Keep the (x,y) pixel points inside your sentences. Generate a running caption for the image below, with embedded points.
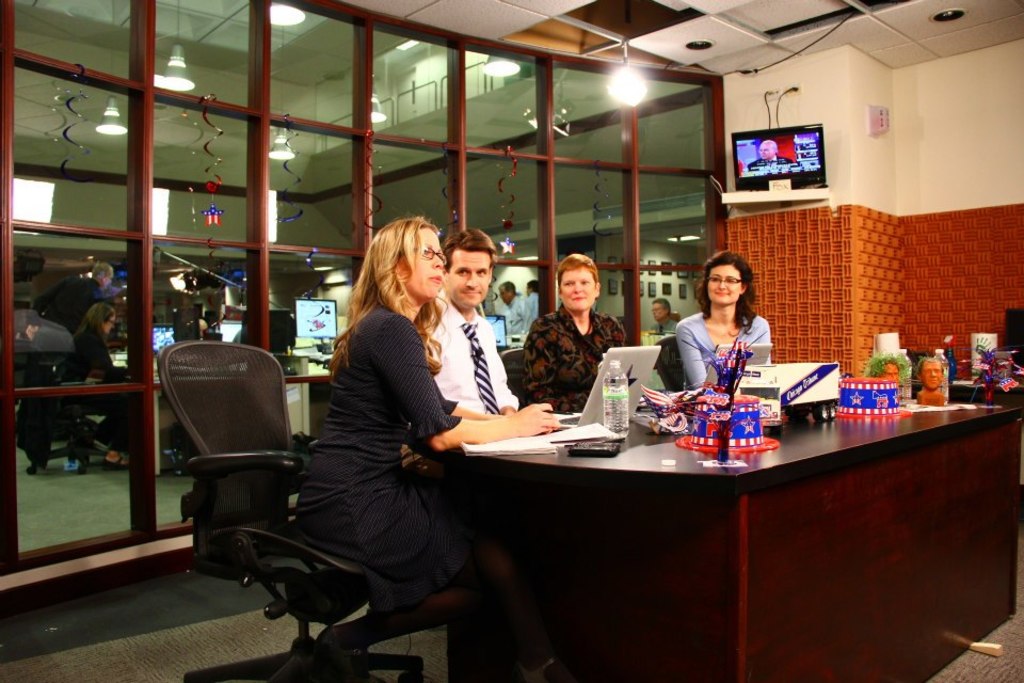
This image is taken inside office (518,220). In the middle of the image (405,228) a woman (396,384) is sitting on the chair (216,464) and placing her hands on the table (462,449). There are few people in this room (509,211). In the right side of the image (1016,444) there is a table (928,447) and on top that there are many things (610,396). In the bottom of the image (127,639) there is a mat (170,629) with floor (130,634). In the background (383,181) there is a wall (1001,231), wooden frame (134,188) and a television (824,162) on it. At the top of the image (808,0) there is a ceiling (657,55) with light (622,84).
